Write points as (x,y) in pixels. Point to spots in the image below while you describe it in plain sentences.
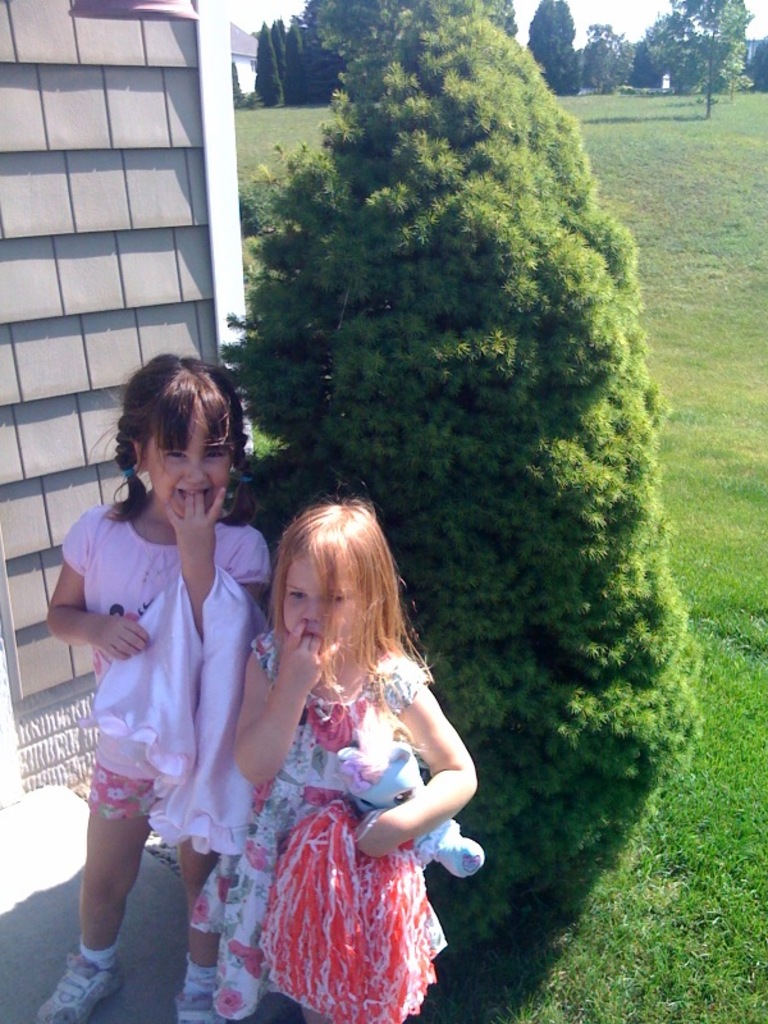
In this image we can see two kids (276,820) standing in front of the building (67,135), a kid (405,697) is holding a doll (380,792) and a kid (131,813) is holding a cloth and in the background (627,684) there are few trees (637,681) and grass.
